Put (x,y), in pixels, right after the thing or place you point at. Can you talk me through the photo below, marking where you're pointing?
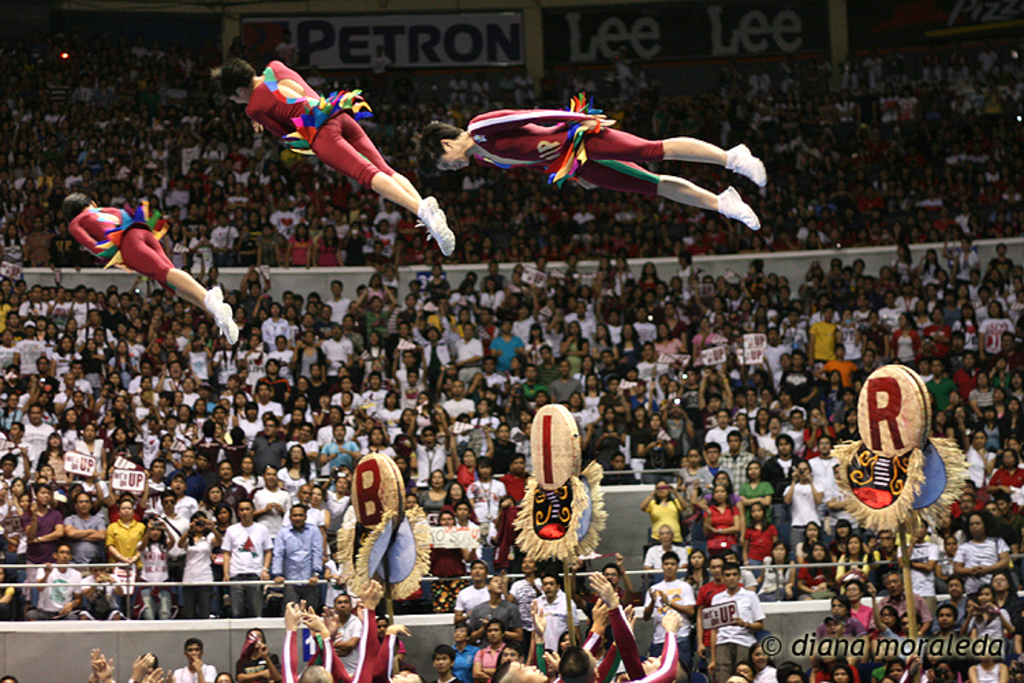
In this picture we can see three people (625,140) are in the air and a group of people (396,324), some objects (366,477) and in the background (479,26) we can see posters (419,42) and at the bottom right corner of this picture (882,645) we can see some text (811,640).
